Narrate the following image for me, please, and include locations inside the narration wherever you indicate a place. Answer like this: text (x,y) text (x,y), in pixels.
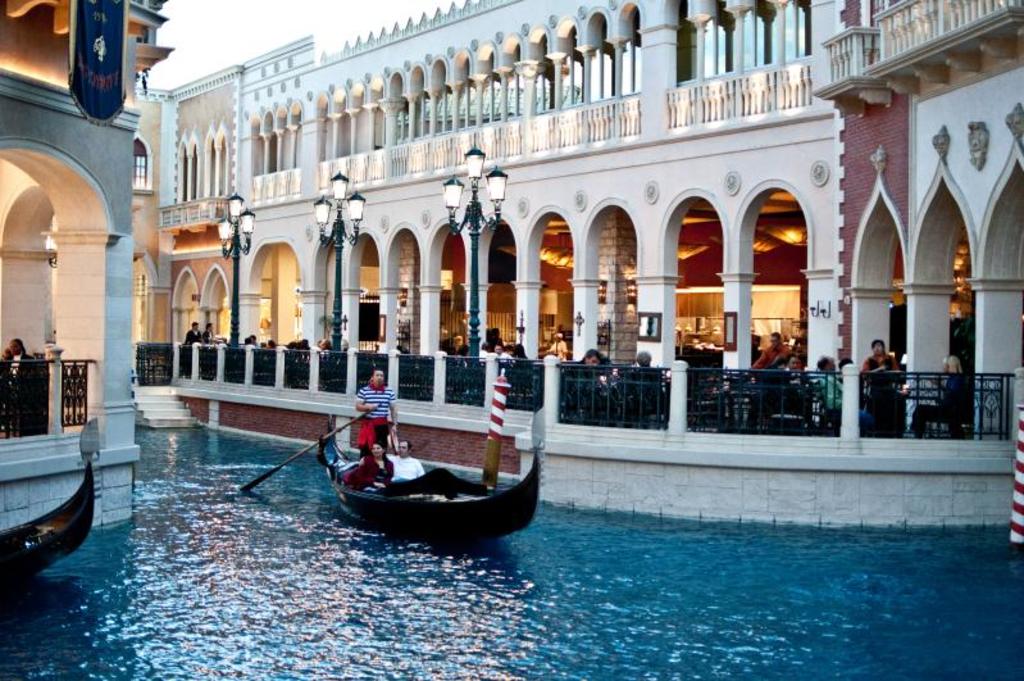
In the middle (382,421) a person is standing and rowing the boat (428,501), 2 persons (377,473) are sitting on it. This is water (520,610), on the right side (859,243) there is a building (844,285), there are people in it. In the middle (357,241) there are lights (464,215).
